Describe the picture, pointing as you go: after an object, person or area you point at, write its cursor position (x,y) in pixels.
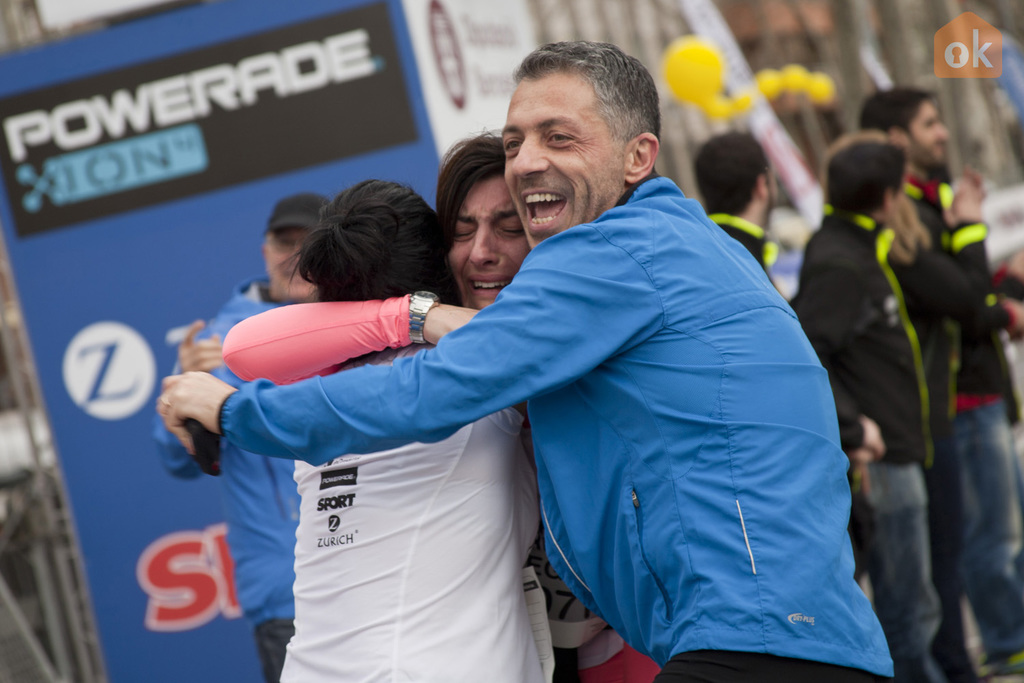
In this image in the foreground (374,459) there are three (450,510) who are hugging each other and one person (558,298) is smiling and one person (485,251) is crying. In the background (905,242) there are some people (845,225) who are standing, and also there are some boards (251,203) and buildings (821,42).
